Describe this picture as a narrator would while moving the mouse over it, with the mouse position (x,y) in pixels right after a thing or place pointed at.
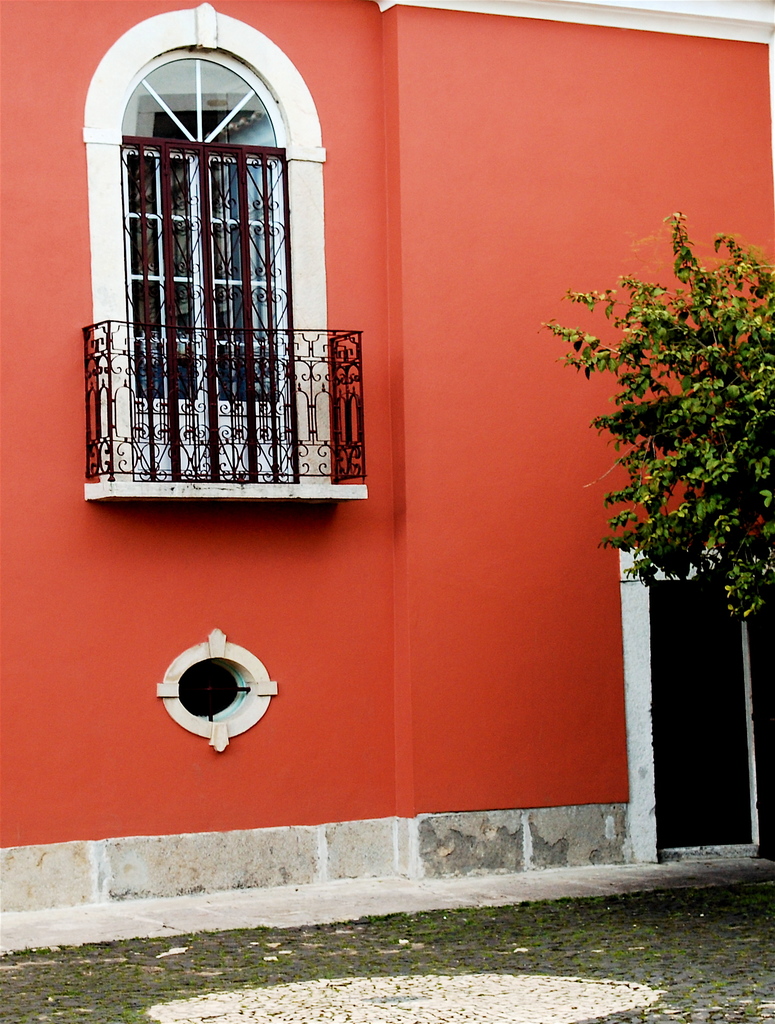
In this image I can see an orange colour wall (428,276), a window (256,192), green colour leaves (627,349) and grass (751,949).
